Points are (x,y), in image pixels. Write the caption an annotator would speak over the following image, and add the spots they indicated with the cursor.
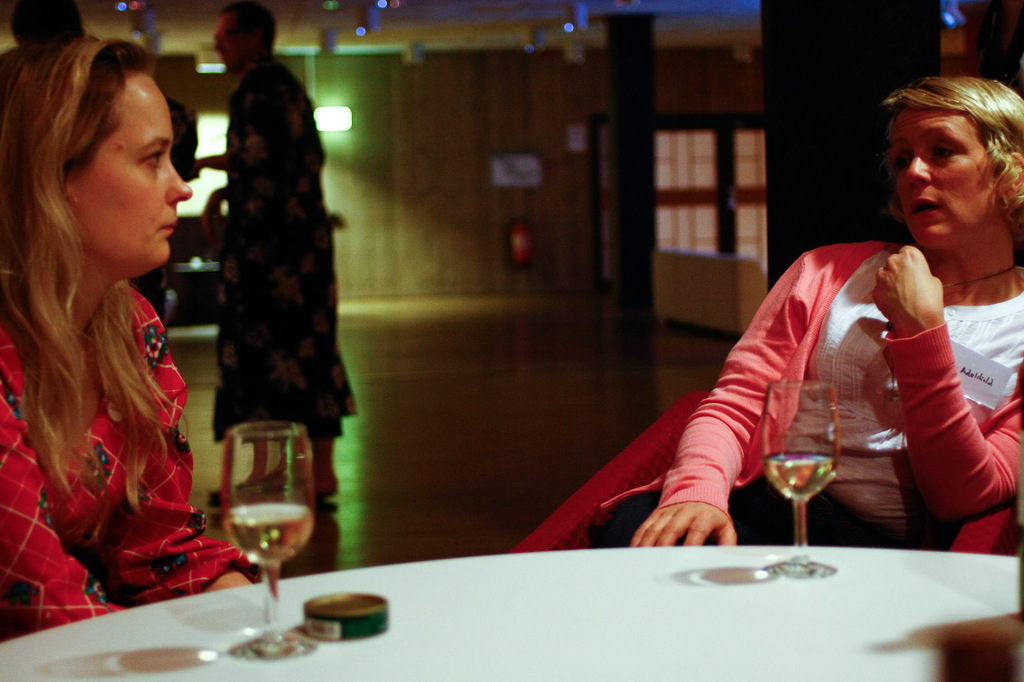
In this image we can see two people (175,491) sitting at the table (399,595). At the bottom (899,629) there is a table (143,668). On the table (819,578) there are glasses (794,517) and some objects (387,608). In the background (552,263) there are people (292,222), wall (371,199) and light (327,123).
